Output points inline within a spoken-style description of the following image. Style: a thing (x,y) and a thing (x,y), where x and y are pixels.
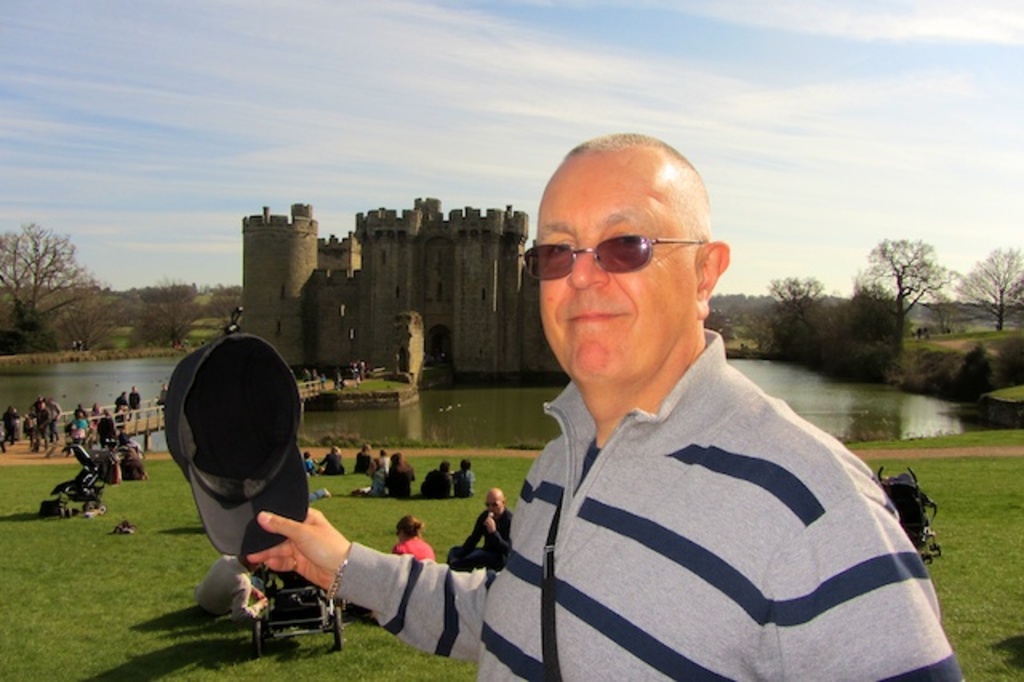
In the image there is an old bald headed man (667,360) in grey sweatshirt (705,533) holding a black cap (294,478), behind him there are many people (312,463) sitting on the garden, there is a bridge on the left side (153,404) with people (92,413) walking on it, in the back (437,263) there is a castle (433,311) in the pond (313,418), there are many trees (845,335) in the background (842,314) and above its sky (283,57) with clouds (890,118).
